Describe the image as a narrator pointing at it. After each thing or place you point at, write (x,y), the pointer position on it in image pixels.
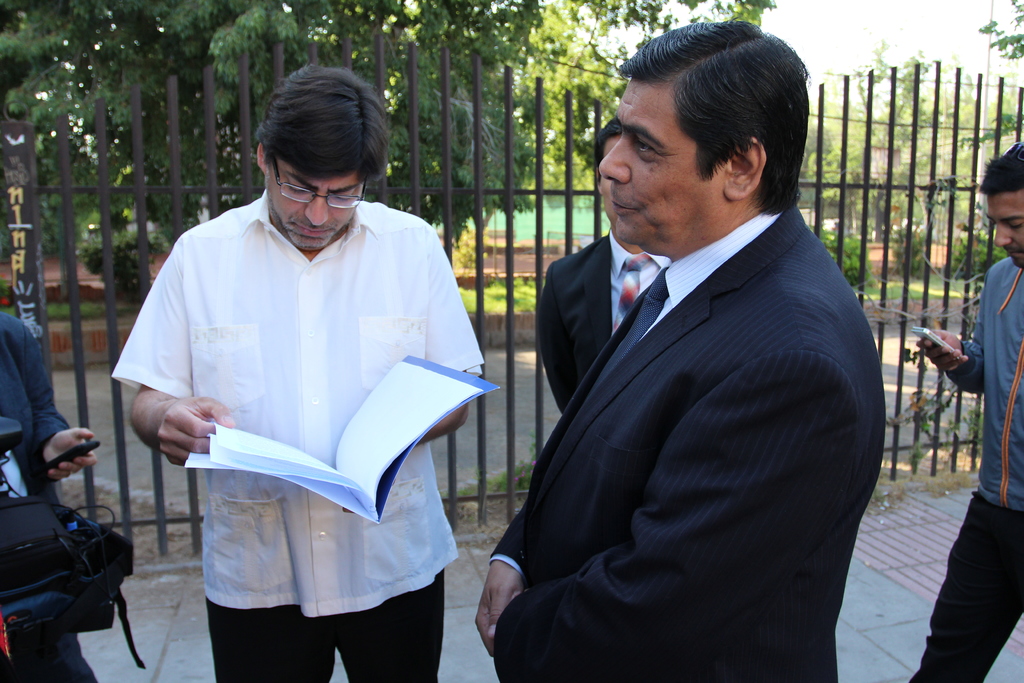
In this picture there is a man (295,412) holding a file (295,462) in his hands (196,436). He is wearing spectacles (290,195). There are some people (641,397) standing here beside him. In the background (827,167) there is a railing (414,116) and some trees (370,40) here. We can observe a man (1003,353) walking in the right side (986,468) holding a mobile phone (935,341).
